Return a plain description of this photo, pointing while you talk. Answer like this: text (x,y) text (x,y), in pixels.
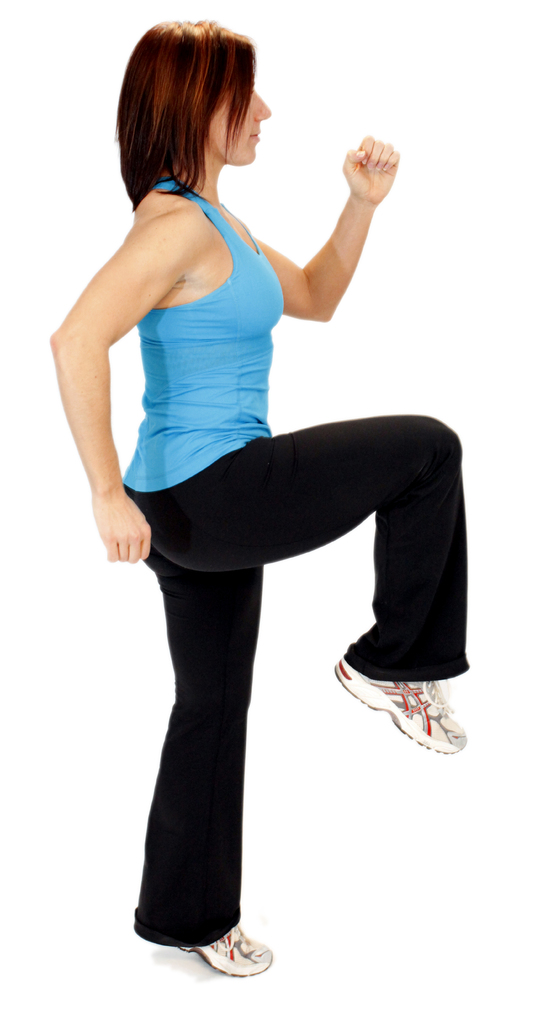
In this image I can see the person (169,178) wearing the blue and black color dress (205,569) and also shoes (412,721). And there is a white background (280,362).
